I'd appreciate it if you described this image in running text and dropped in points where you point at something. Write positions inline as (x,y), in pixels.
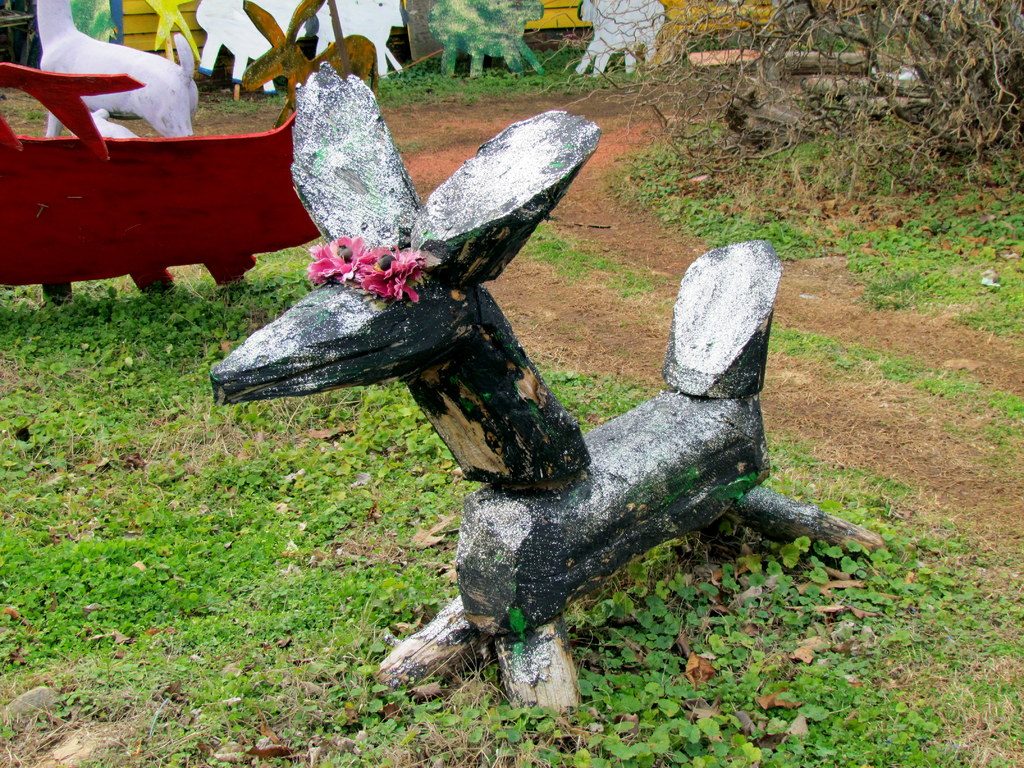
In the image we can see an object (473,429), this is a grass (242,461), path (617,208) and tree branches (842,39). This is a flower (365,255), pink in color.
